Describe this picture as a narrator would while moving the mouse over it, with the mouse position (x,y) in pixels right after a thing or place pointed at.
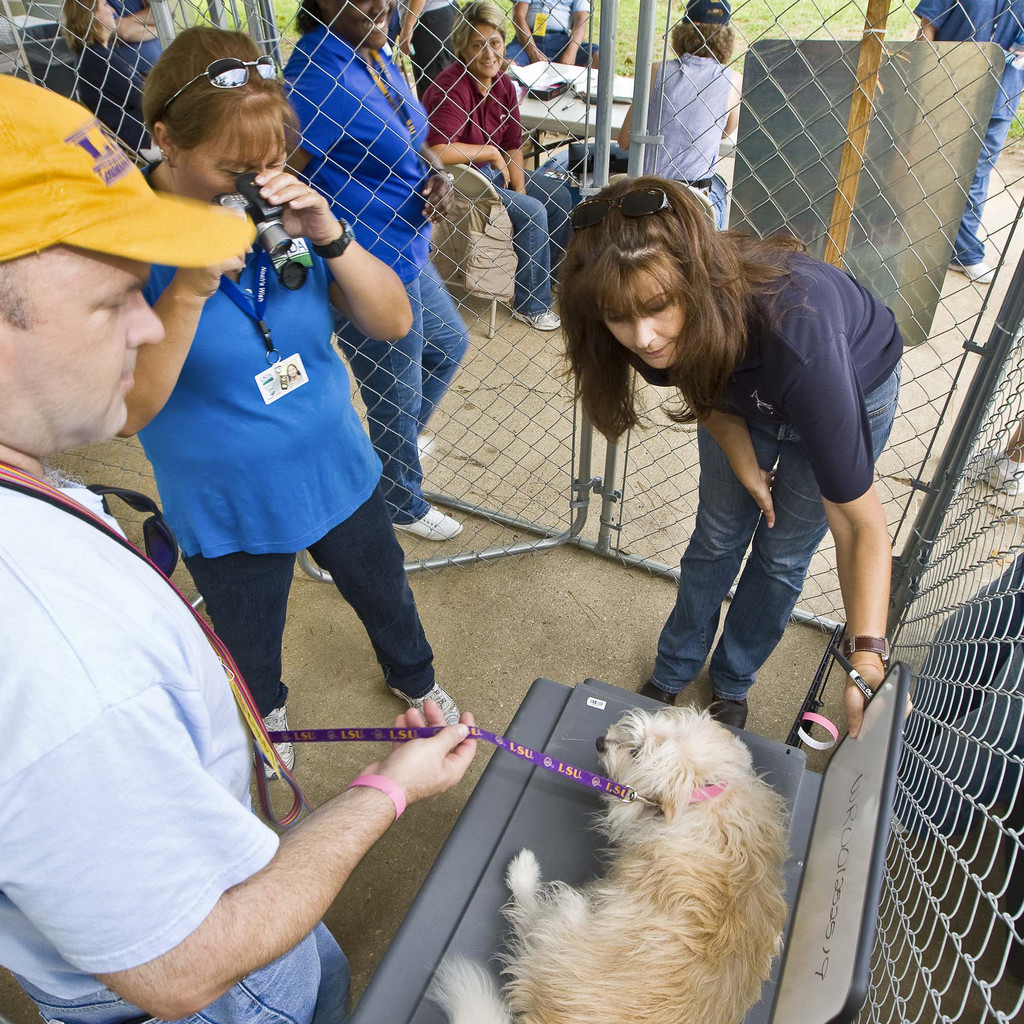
In this picture we can see three people (645,215) standing around the crate (523,821) on which there is a dog (740,818).
